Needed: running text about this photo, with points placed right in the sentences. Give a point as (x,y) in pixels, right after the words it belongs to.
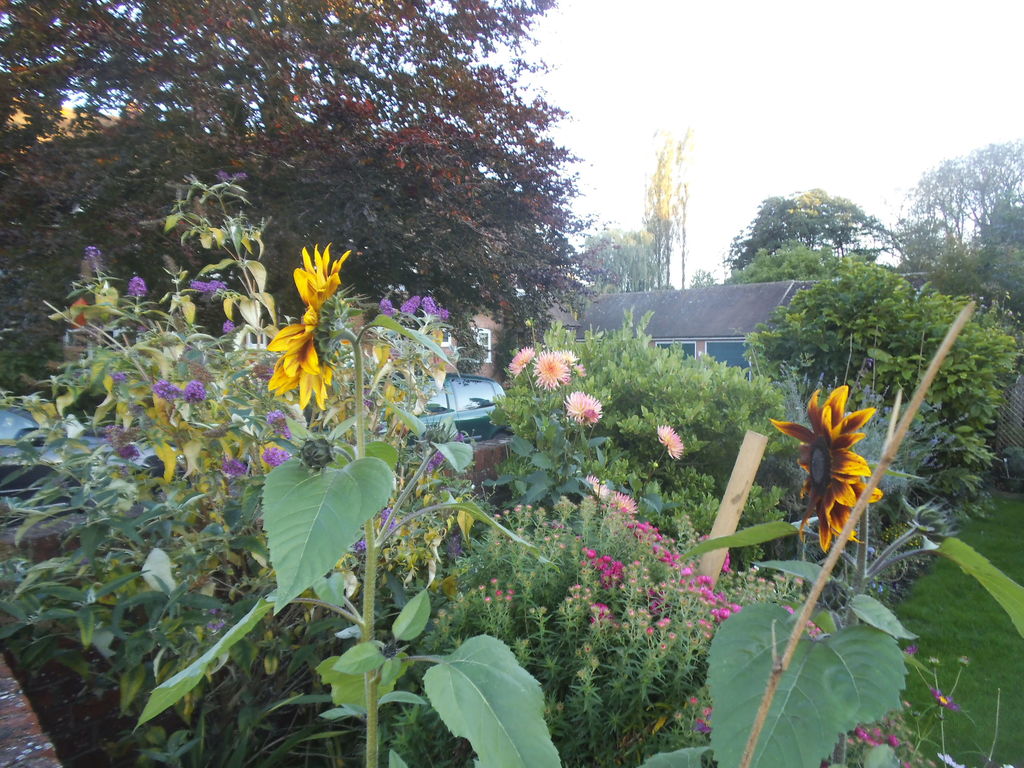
In this image we can see trees (908,372), plants (634,417), flowers (333,351), grass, vehicles (448,411), houses (598,320) and sky (794,84).
